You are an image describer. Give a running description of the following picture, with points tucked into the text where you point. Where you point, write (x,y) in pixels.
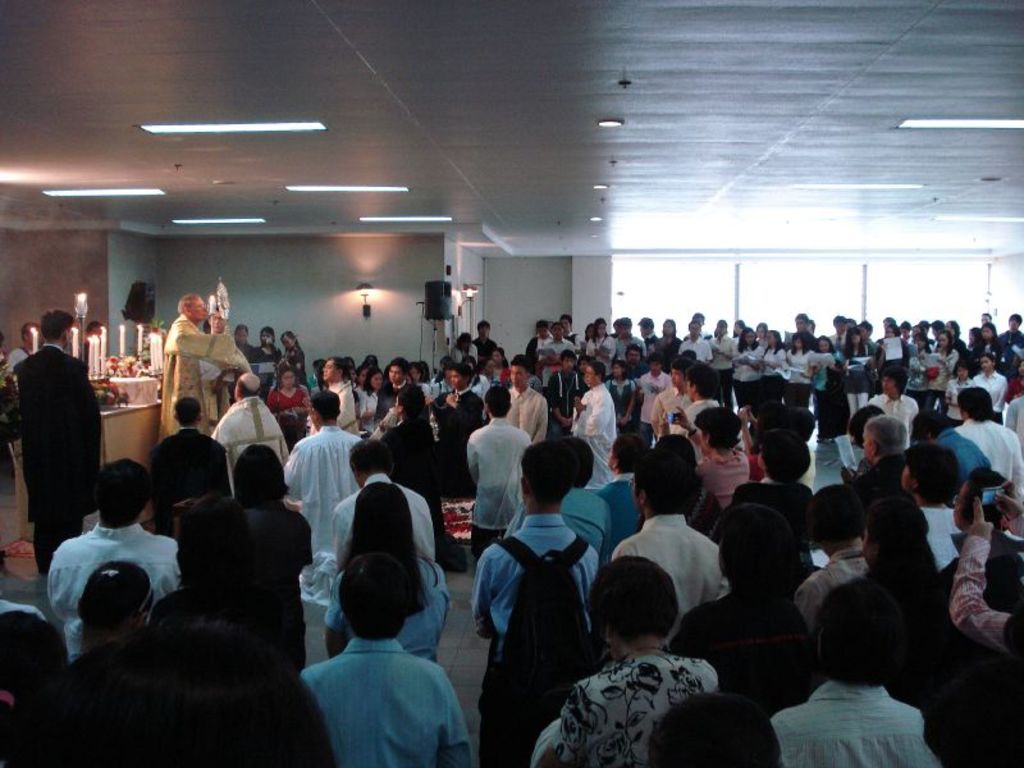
In this image we can see persons (579,421) standing on the floor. On the left side of the image (306,748) we can see persons (68,378), tables (101,455) and candles (97,368). In the background (1009,292) we can see windows (711,266) and wall (259,315).
